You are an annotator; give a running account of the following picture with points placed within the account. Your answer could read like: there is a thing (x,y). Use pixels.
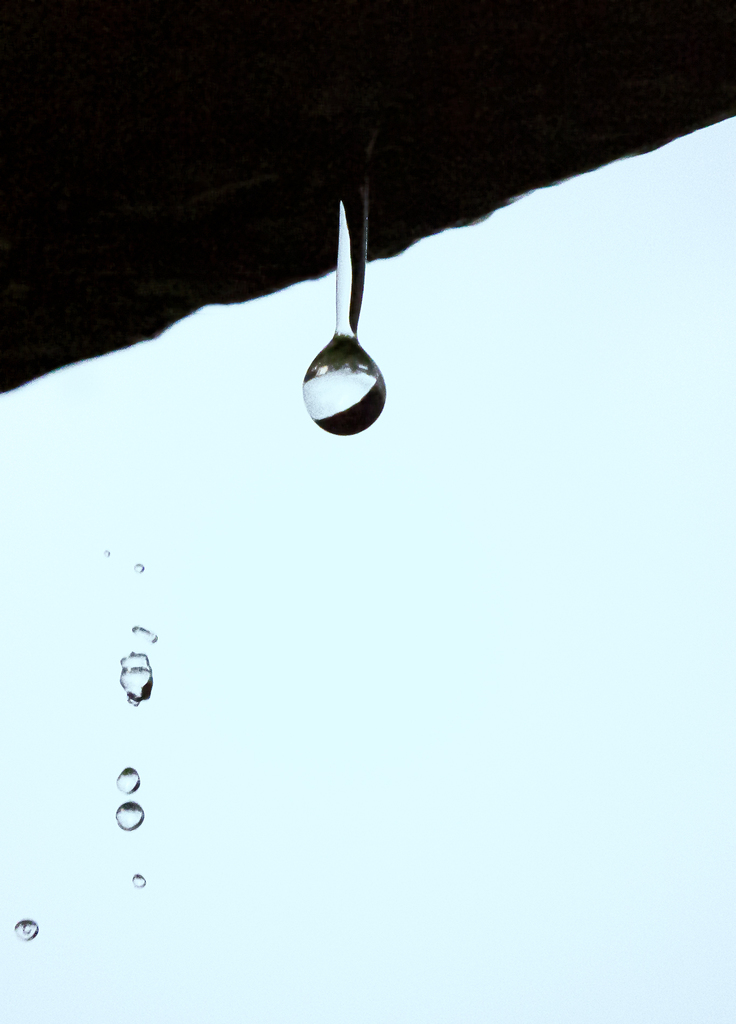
In this picture there are water droplets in the air (455,455). At the top (440,153) there is a roof (442,85). At the back (618,306) there is sky (550,379).
